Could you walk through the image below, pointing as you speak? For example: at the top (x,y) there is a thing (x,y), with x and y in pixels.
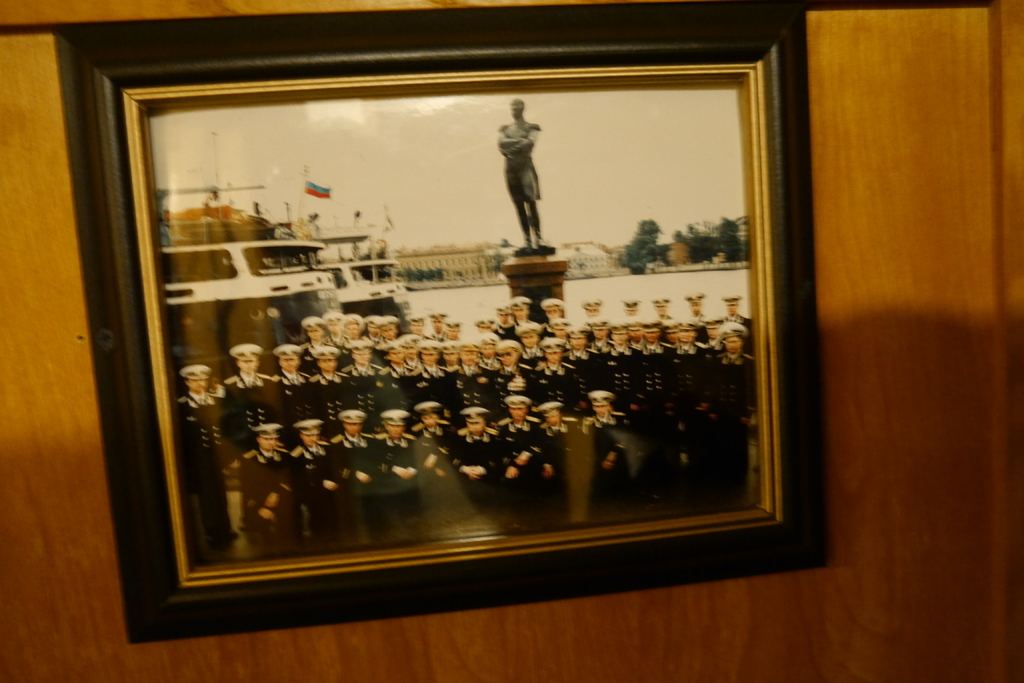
In this picture we can observe a photo frame (418,434) of soldiers (470,369) wearing coats (344,386) and caps (468,343) on their heads (394,333). We can observe a statue (519,130) in this photo frame (153,289). This photo frame (139,344) is fixed to the brown color wall (361,630).
